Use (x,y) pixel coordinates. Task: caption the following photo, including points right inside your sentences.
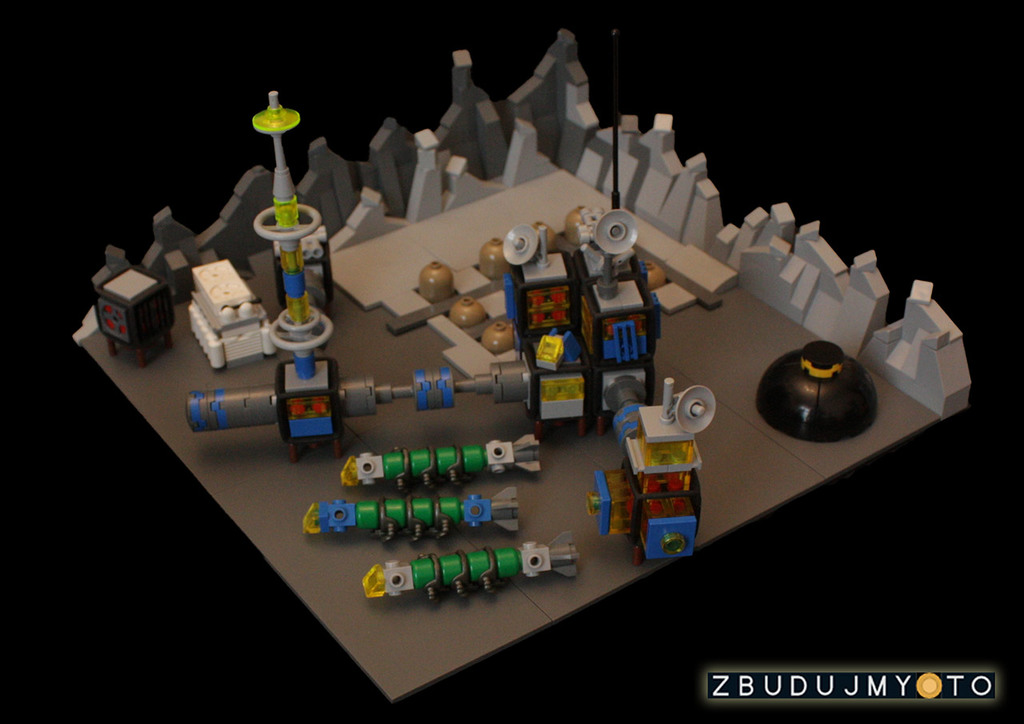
In this image, we can see different kind of toys (651,360) and in the background (881,116) we can see the dark.
